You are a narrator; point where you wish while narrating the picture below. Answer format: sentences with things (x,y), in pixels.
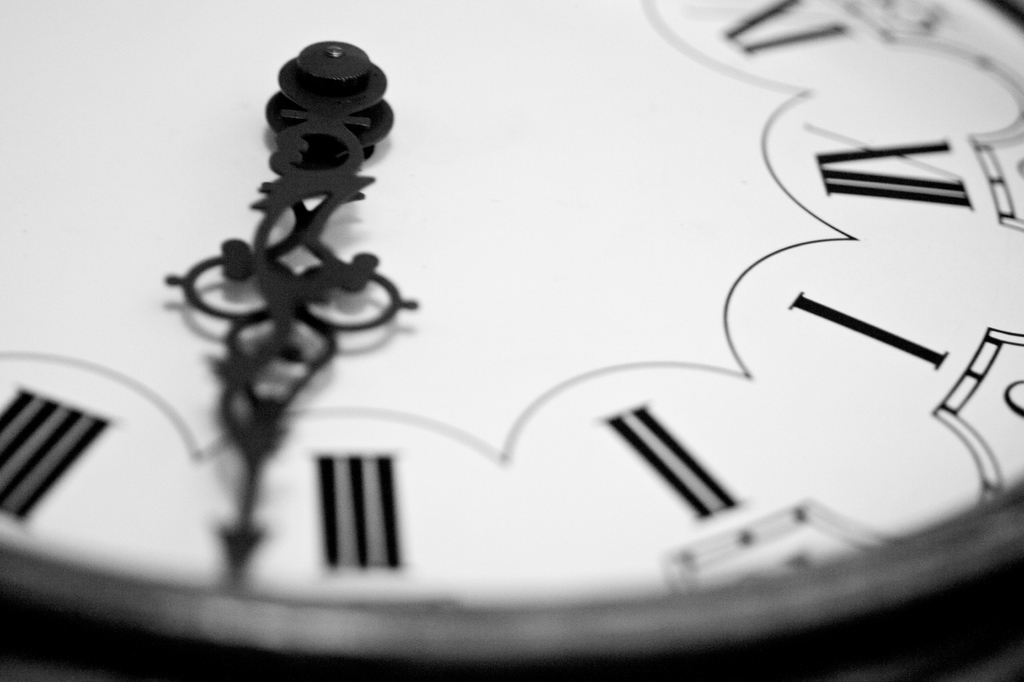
This is a black and white image and here we can see the clock (484,308).
